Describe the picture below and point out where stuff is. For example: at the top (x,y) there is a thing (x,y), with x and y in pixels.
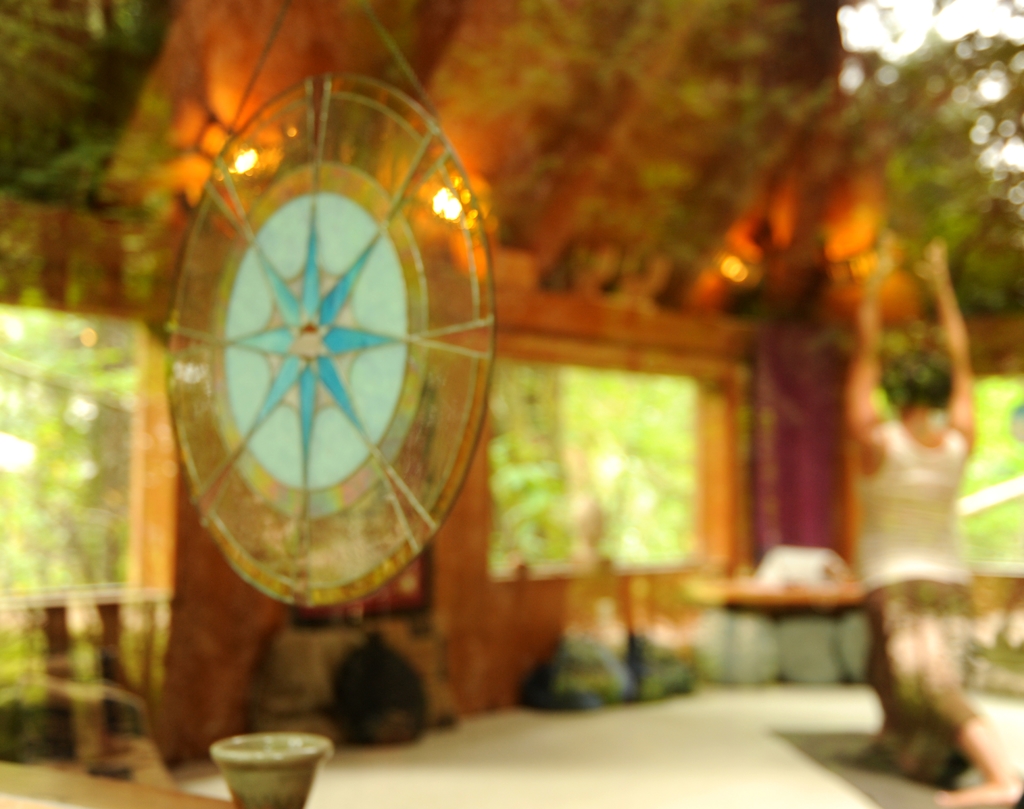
In this image on the right side (940,743) there is a woman (888,679) doing some yoga and at the top (383,32) there something (464,239) hanged.
